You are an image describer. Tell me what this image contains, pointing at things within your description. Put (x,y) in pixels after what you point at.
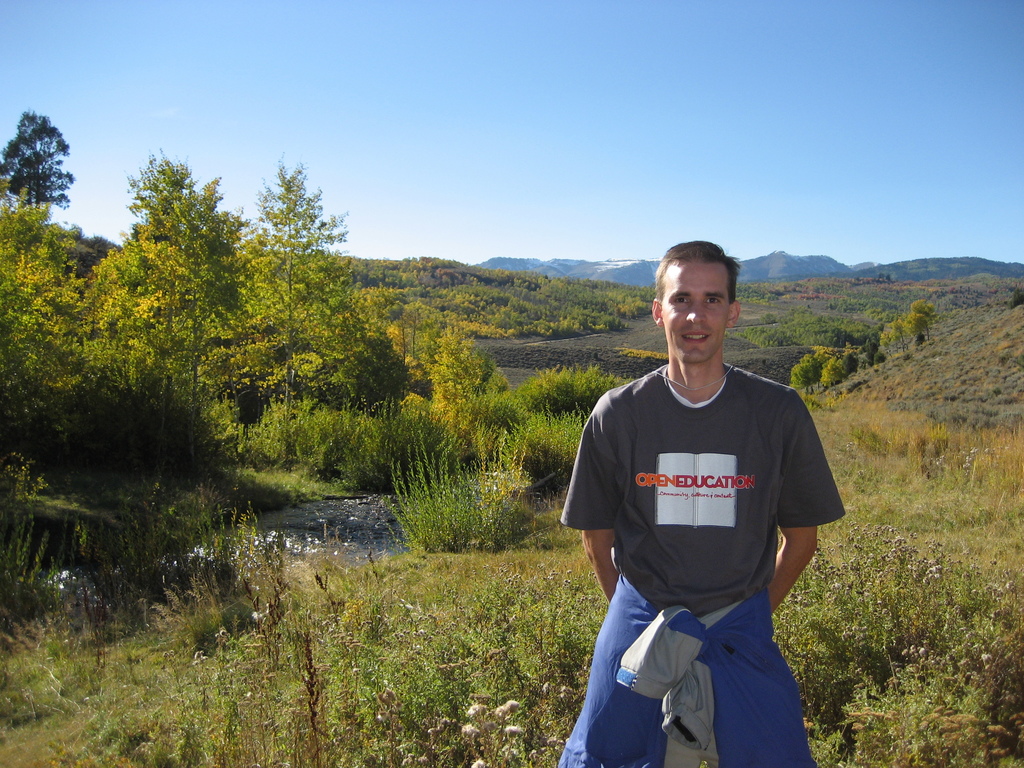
In this picture we can see a man (687,545) standing, at the bottom (797,600) there is grass (900,601), we can see trees (209,352) in the background (202,339), there is the sky (493,150) at the top of the picture (458,93).
